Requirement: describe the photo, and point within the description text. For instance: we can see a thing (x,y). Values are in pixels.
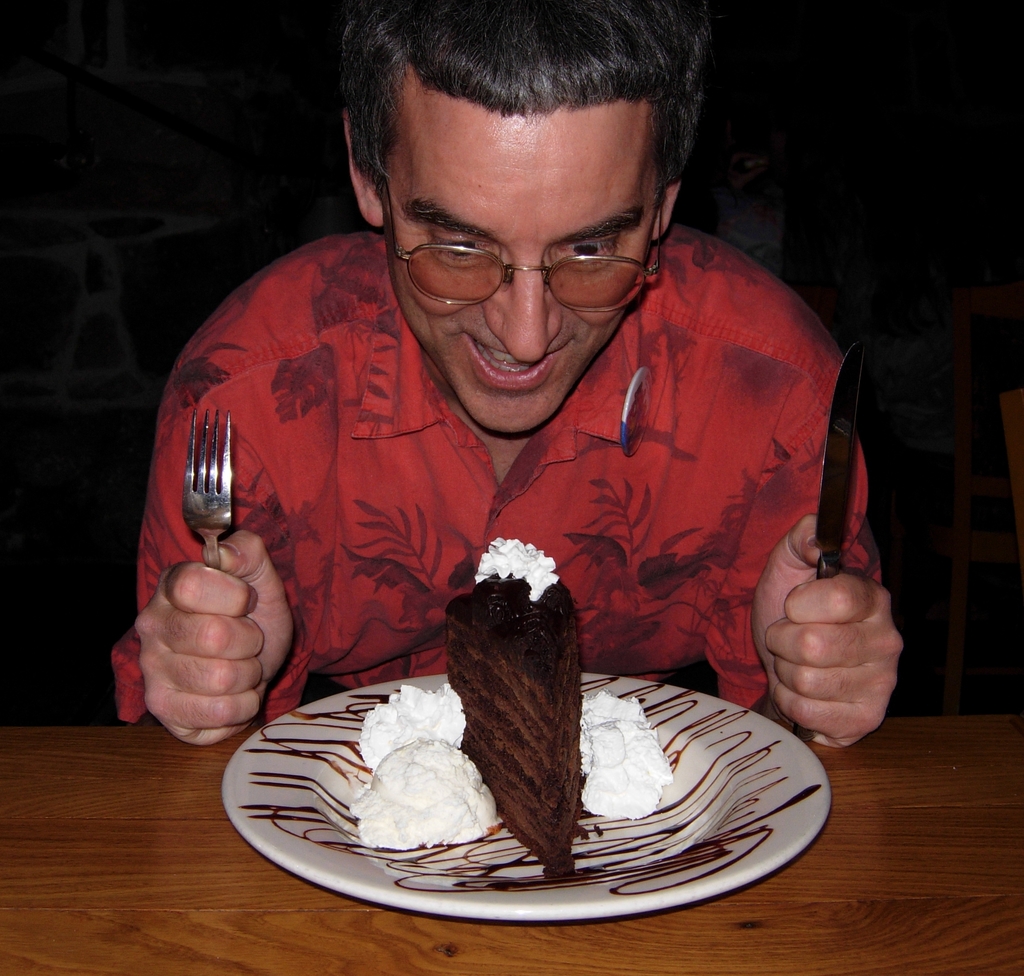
In this image I can see the plate (247,794) with food (504,730). The plate (604,853) is in white color and the food (448,794) is in white and brown color. It is on the brown color table (212,964). In-front of the table (432,943) I can see the person (351,479) with red color dress (153,529) and holding the fork (216,516) and the knife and also wearing specs (464,262). There is a black background (928,582).
